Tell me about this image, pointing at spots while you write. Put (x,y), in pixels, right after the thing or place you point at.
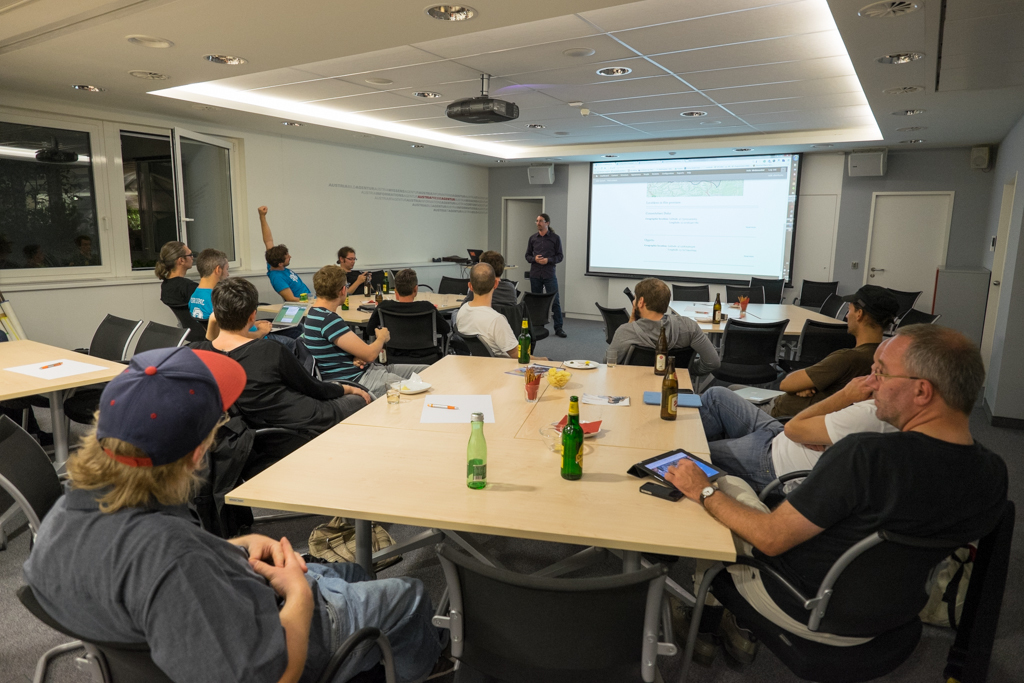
In this image there are group of people (482,261) sitting in the chair (8,446), another group of people (947,433) sitting in the chair (648,650) a table (513,421) in which bottle (579,463), plate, i pad (633,469), mobile phones (656,493), back ground (507,153) there is a screen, projector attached to ceiling (682,44), lights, a man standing and a door (938,200), speaker (988,157).
